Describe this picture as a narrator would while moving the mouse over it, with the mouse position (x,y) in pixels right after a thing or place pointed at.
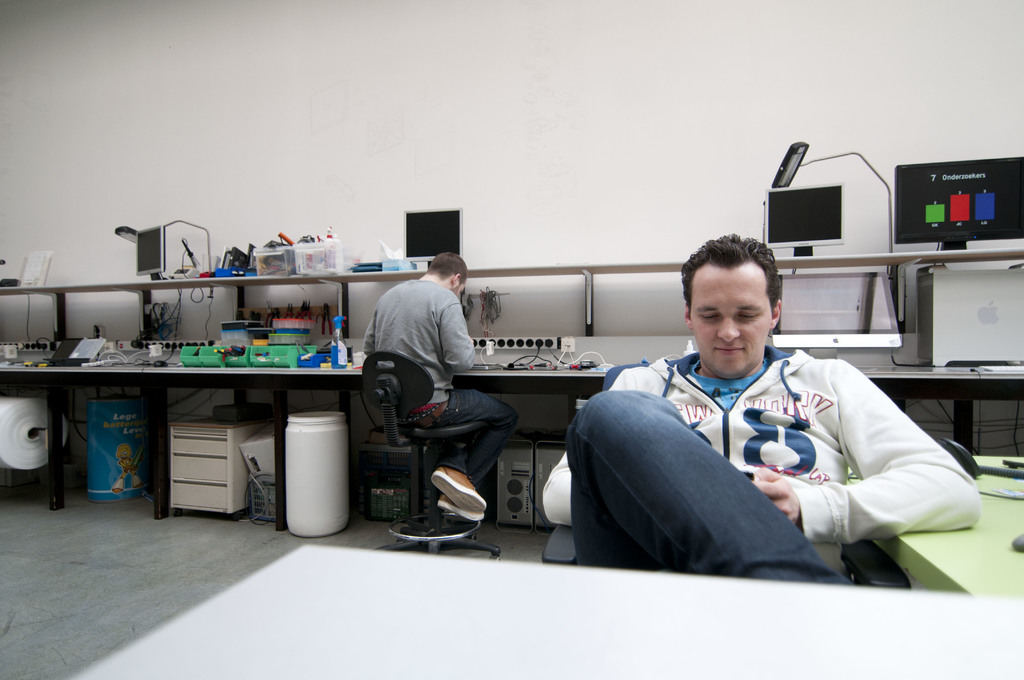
In this image we can see a two persons (474,462) sitting on the chair (413,426). On the table (212,373) there some machines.
